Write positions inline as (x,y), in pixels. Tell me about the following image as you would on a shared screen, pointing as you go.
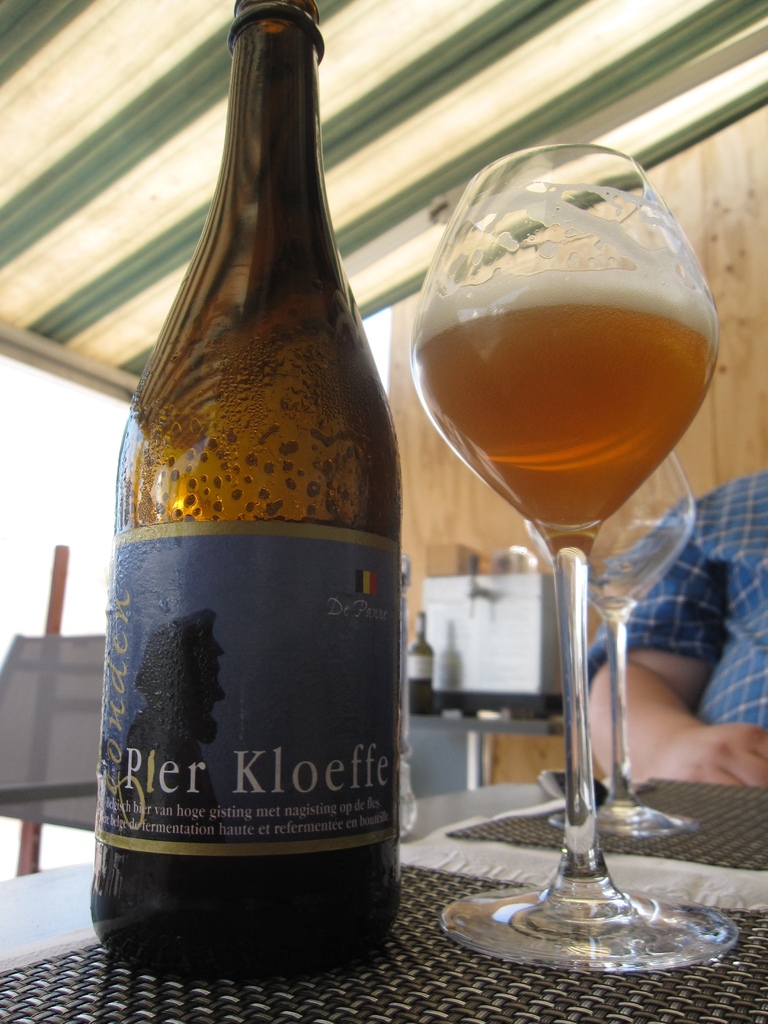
In this picture there is a bottle (398,647) on the left side of the image (130,402) and there are glasses (602,322) on the right side of the image (566,741), which are placed on the table (521,865) and there is a man (713,563) in the background area of the image (716,715), there are other bottles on the desk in the background area of the image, there is a roof (391,151) at the top side of the image (360,123).
